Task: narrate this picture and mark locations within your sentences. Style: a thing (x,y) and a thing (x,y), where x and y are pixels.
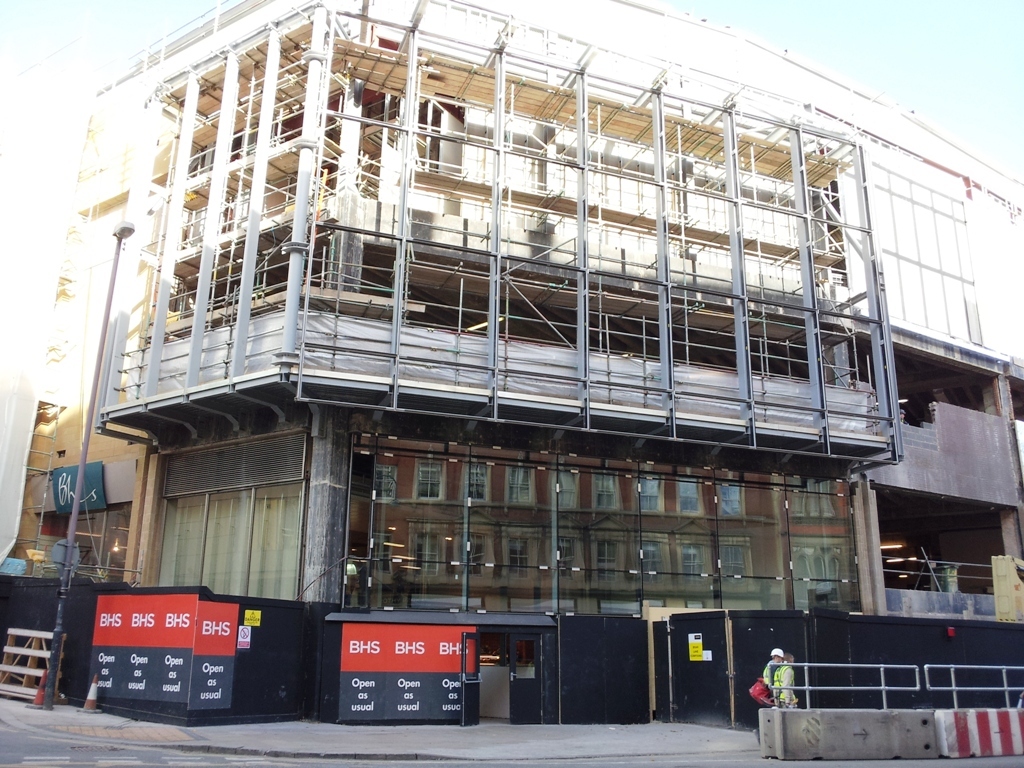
In this picture we can observe a building (482,297) which is under construction. In front of this building (285,408) there is a road (84,752). We can observe traffic cones (93,692) and a pole (77,482) here. In the background (819,45) there is a sky (832,53).
